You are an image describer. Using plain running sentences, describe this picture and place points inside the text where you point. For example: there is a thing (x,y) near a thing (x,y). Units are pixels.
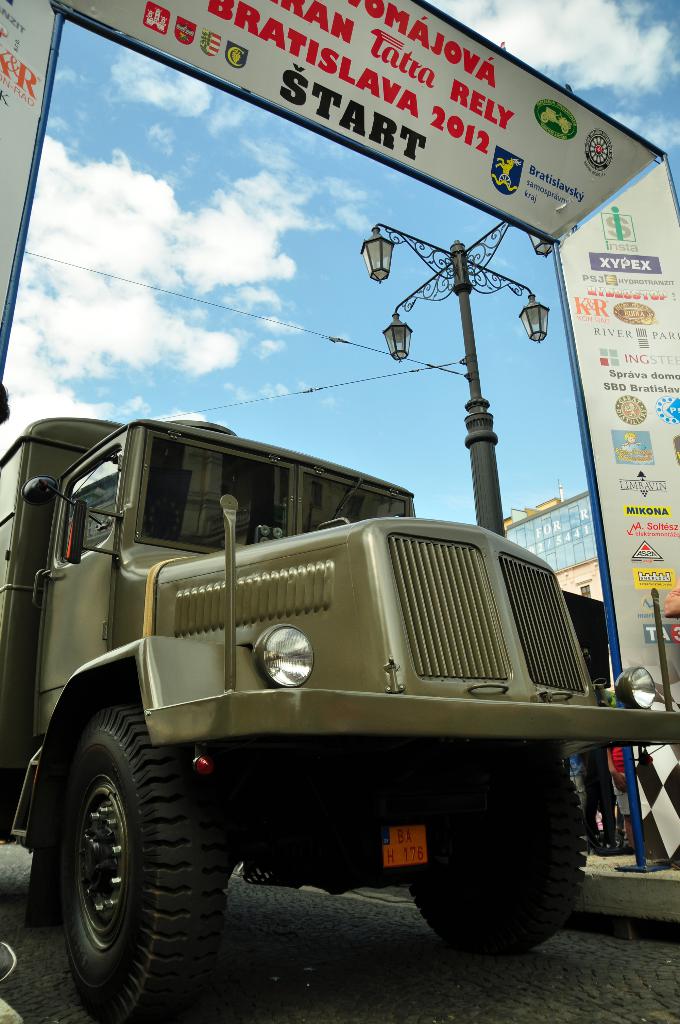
In the picture we can see a truck (388,723), which is dark green in color and behind it, we can see an entrance gateway (654,339) and behind it, we can see a pole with lights (393,339) and in the background (156,399) we can see a sky (152,414) with clouds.
